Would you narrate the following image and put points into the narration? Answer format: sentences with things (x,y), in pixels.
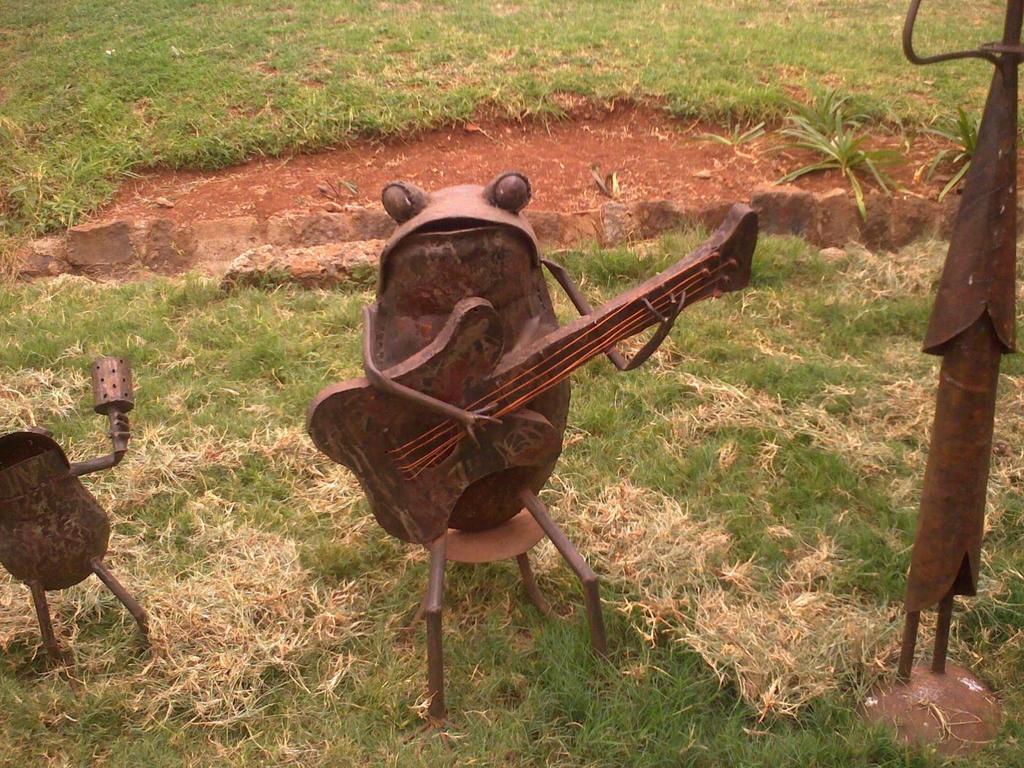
In this image we can see a grassy land (540,102). There are few metallic crafts (497,437) in the image.
